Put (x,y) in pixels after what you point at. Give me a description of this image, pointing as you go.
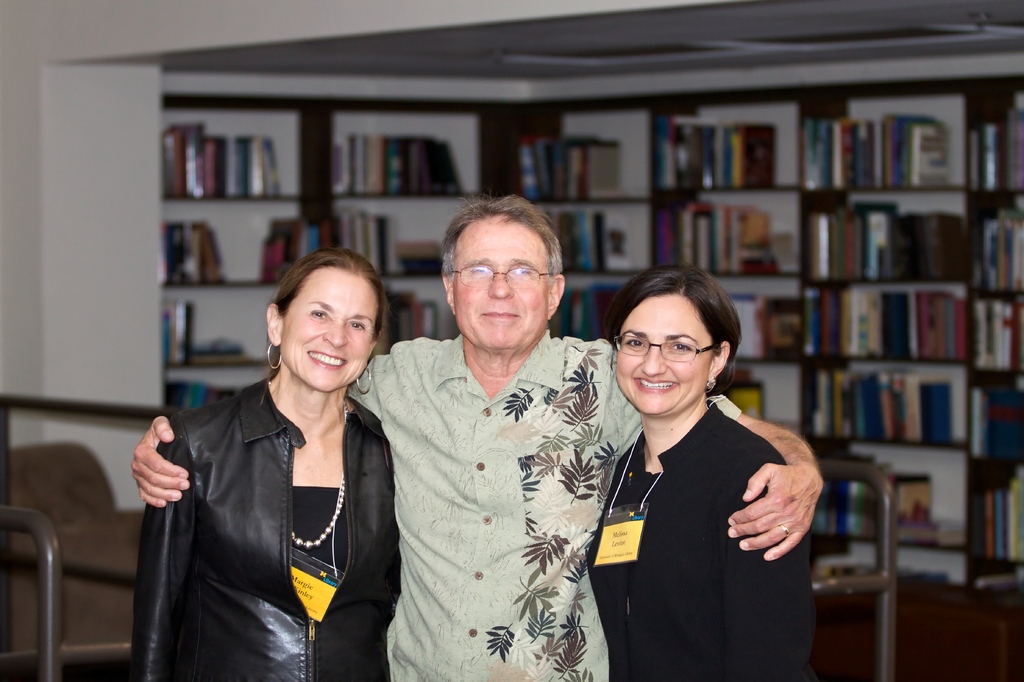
In this image in front (656,394) there are three people (519,482) wearing a smile (656,394) on their faces (672,394). Behind them there are metal rods (52,540). On the left side of the image (26,557) there is some object (70,512). In the background of the image (98,177) there is a wall (91,242). There are books (327,238) on the wooden rack (975,581).
